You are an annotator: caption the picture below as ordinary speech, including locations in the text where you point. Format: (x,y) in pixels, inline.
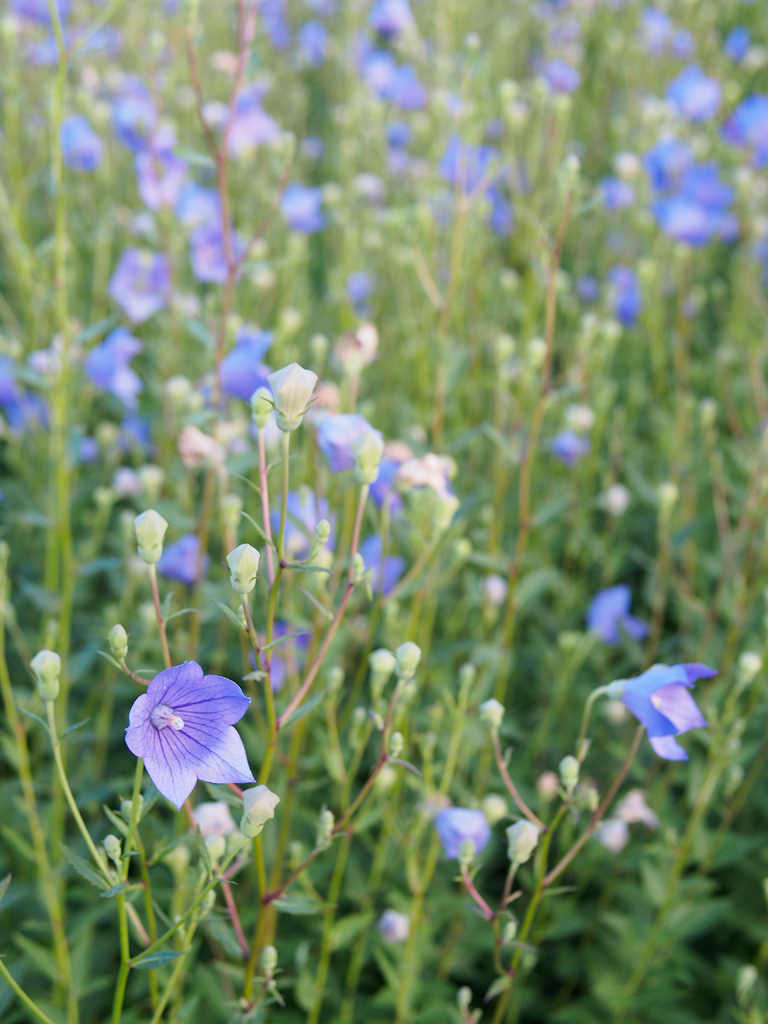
In this image there are many plants (689,371) with flowers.
